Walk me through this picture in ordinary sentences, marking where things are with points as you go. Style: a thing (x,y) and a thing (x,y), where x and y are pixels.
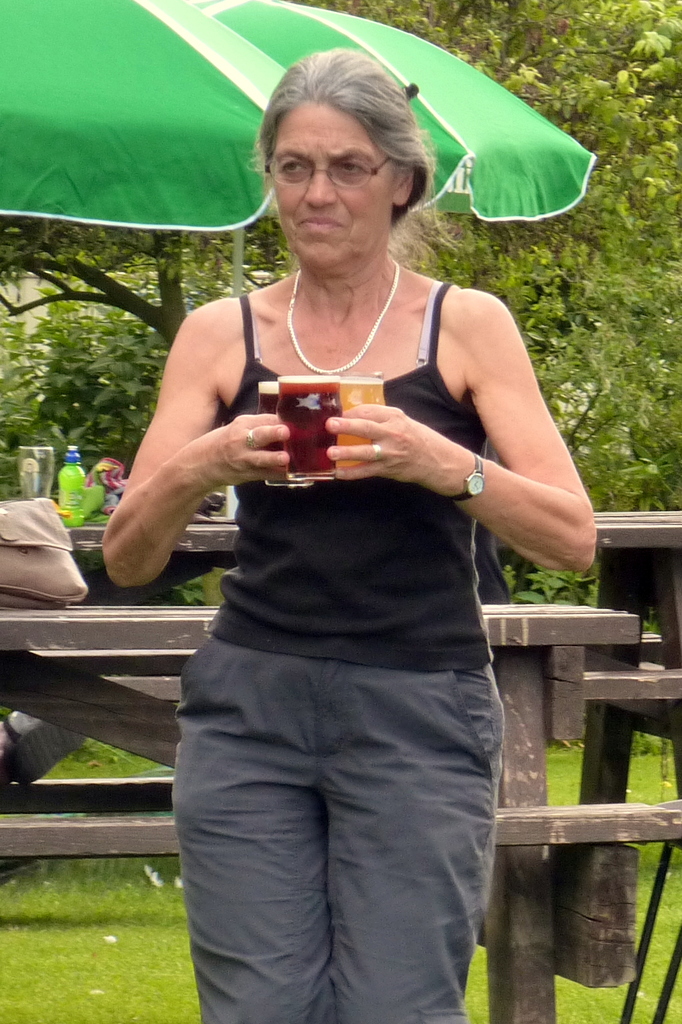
This picture is clicked outside. In the foreground (421,386) we can see a woman (269,349) holding the glasses of drinks (333,462) and seems to be standing. In the background (43,470) we can see the bottle (60,493), glass (30,484) and some other objects (101,493) are placed on the top of the tables (195,536) and we can see the benches (150,689), umbrella (158,96), metal rod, trees (539,103) and the green grass (644,859).
